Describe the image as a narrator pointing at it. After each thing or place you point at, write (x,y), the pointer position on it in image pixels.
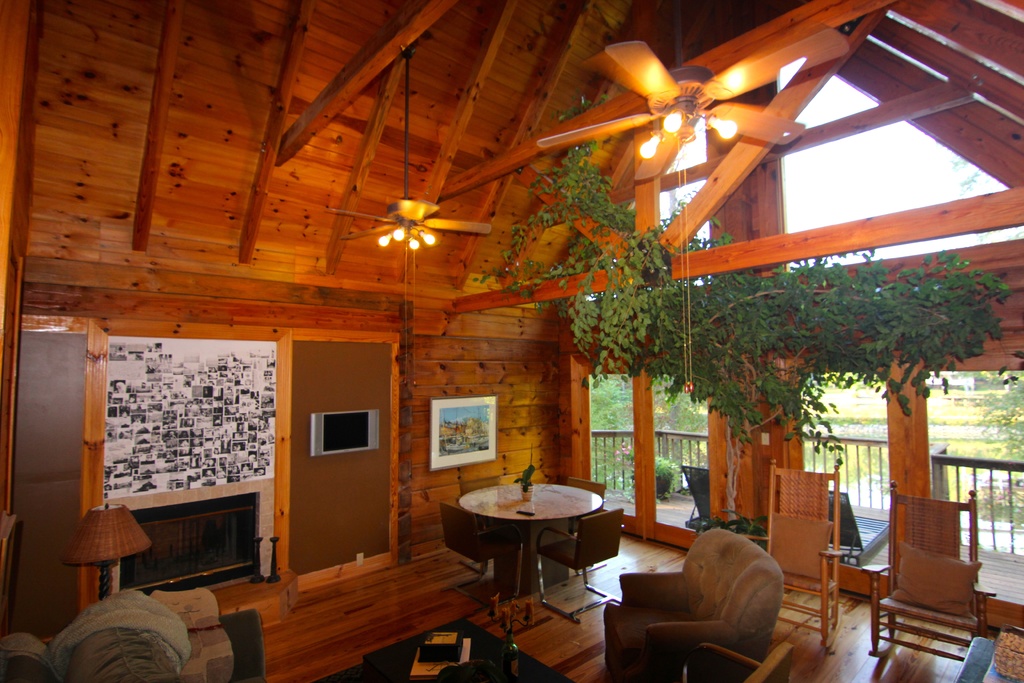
This picture is clicked in the wooden house (547,466). At the bottom of the picture (488,639), we see a table (480,651). Beside that, we see a sofa (252,622). On the left side (79,554), we see a lamp (93,554). Beside that, we see a board (268,430) on which many posters (168,425) are pasted. In the middle of the picture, we see a table (533,516) around which chairs (483,533) are placed. Beside that, we see the chairs (719,560). On the right side (901,454), we see wooden poles (719,457) and iron railing (691,436). We even see the trees (659,425). In the background (528,376), we see a wooden wall (510,397) on which photo frame (464,433) is placed.
